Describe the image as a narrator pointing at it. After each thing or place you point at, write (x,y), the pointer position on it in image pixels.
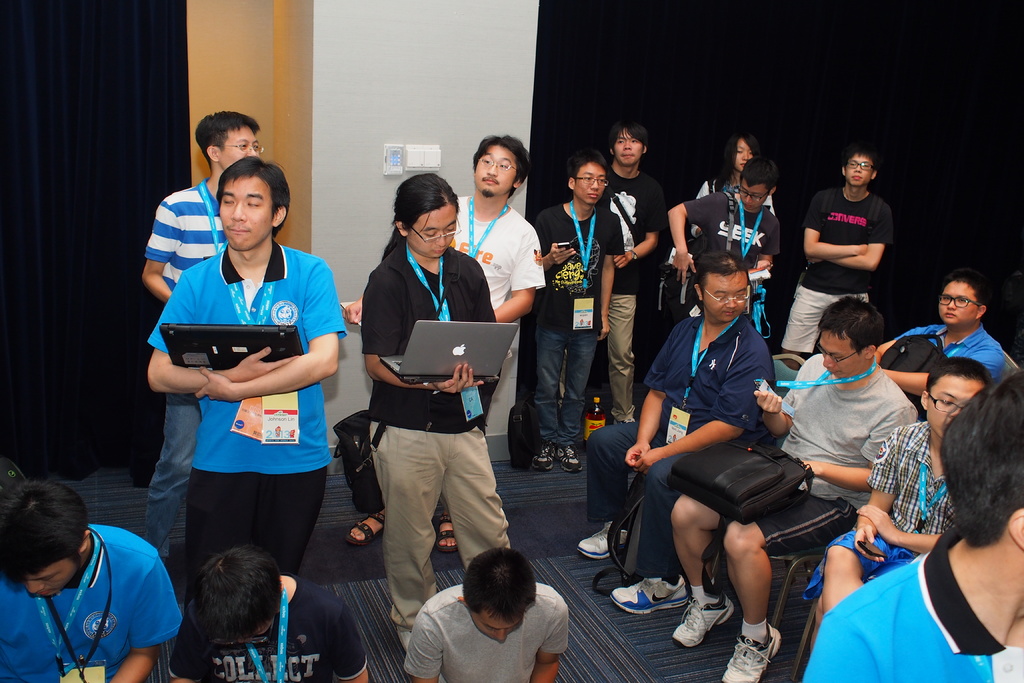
Here in this picture we can see number of people (475,489) standing on the floor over there and the two persons (314,423) in the middle (495,369) are holding laptops (403,370) in their hands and we can see some people (605,429) are sitting in chairs (789,585), which are present on the floor (658,612) over there and we can see most of them are wearing ID cards (681,418) on them and behind them on the wall (427,139) we can see socket (401,157) and switches (425,155) present and we can also see black colored curtains (107,197) present over there.
